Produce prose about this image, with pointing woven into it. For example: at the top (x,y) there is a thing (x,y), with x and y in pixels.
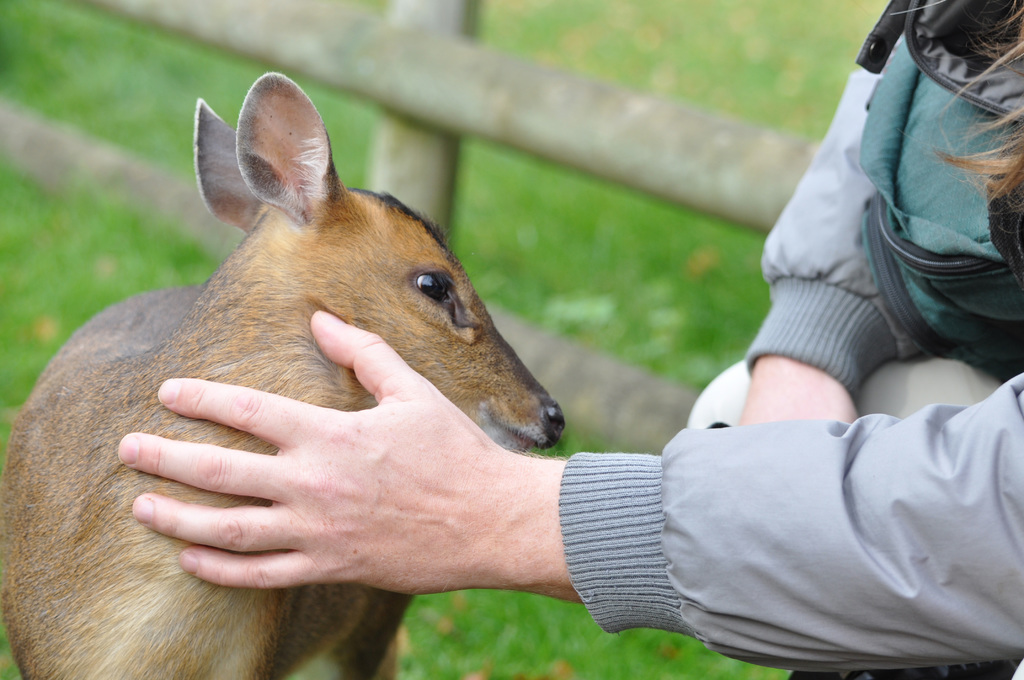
In this picture we can see an animal (294,279) and a person (789,315), fence (217,26) and in the background (662,231) we can see grass (529,277).
